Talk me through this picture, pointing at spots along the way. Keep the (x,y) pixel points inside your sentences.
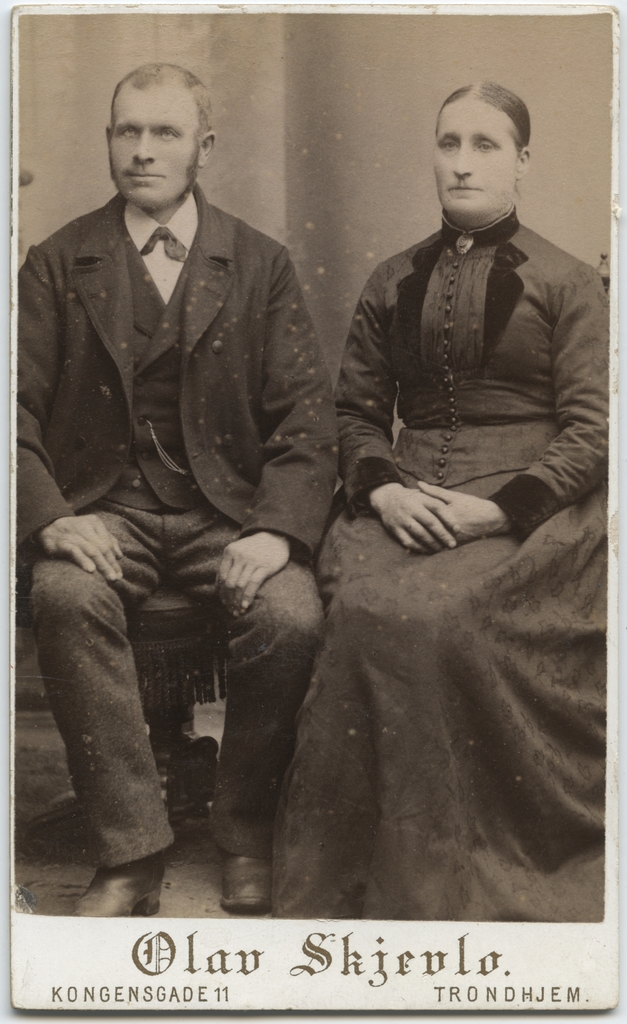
It is a black and white picture. In this picture I can see two people (420,597) are sitting. Something is written at the bottom of the picture (382,958).
